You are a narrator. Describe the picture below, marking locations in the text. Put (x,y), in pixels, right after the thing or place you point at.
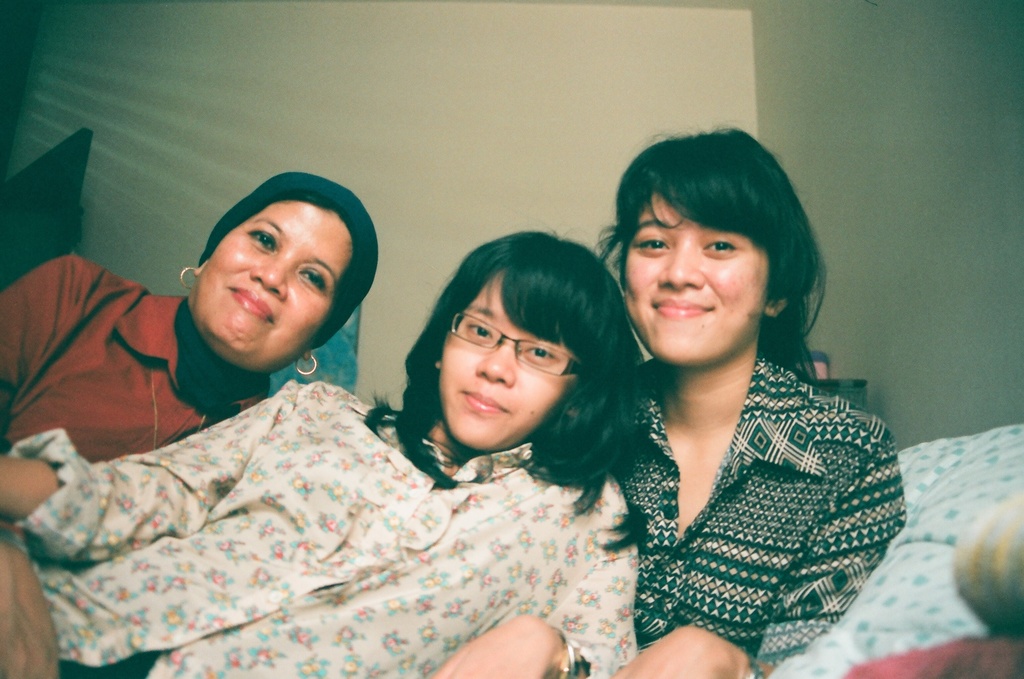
In the picture we can see three women (269,673) are sitting together and leaning into each other and smiling and behind them we can see a wall (288,99).
